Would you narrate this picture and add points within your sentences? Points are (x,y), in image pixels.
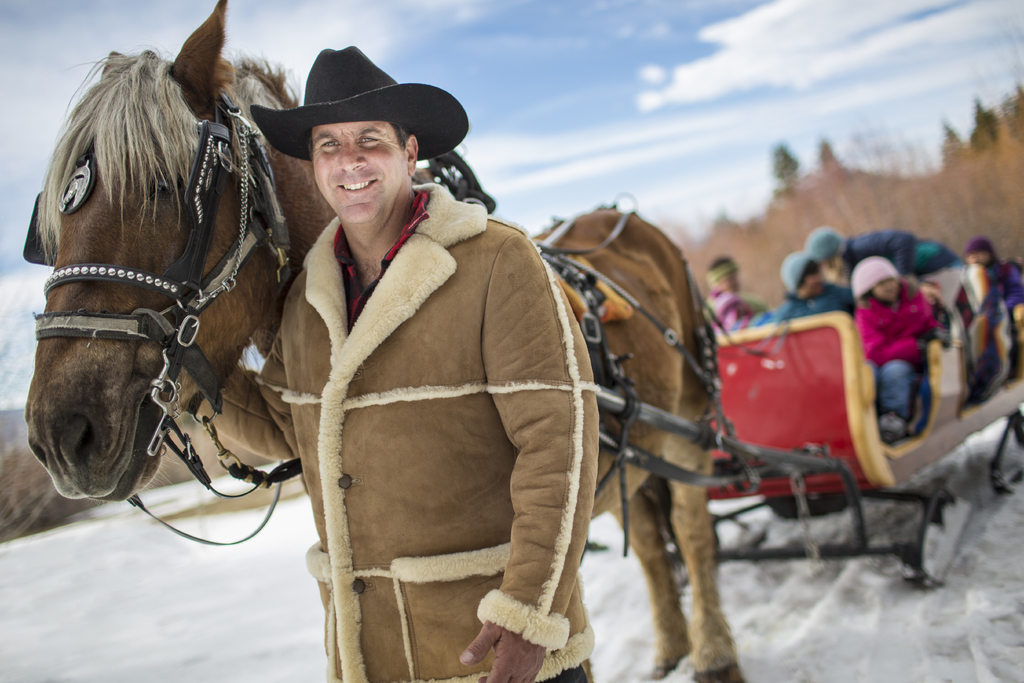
This picture shows a man (446,370) who is wearing a coat (478,352) and hat (370,120), he is smiling and holding a horse (132,482). Behind him the people (842,284) sitting and the sky (741,67) is clear in the backdrop (646,134).
